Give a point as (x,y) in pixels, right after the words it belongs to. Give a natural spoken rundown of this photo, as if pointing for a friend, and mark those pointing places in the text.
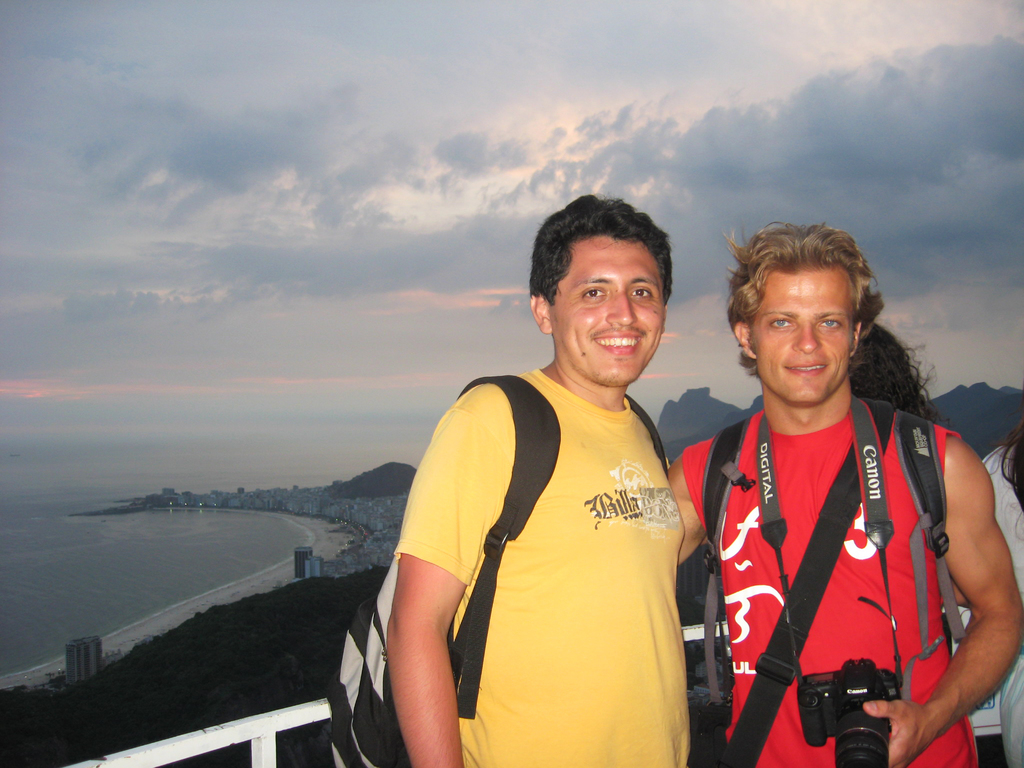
As we can see in the image there is a sky (251,316), water (179,524), trees (138,654) and in the front (406,626) there are two people (874,629). The man (874,562) who is standing on the right side (851,706) is holding camera (867,720).
